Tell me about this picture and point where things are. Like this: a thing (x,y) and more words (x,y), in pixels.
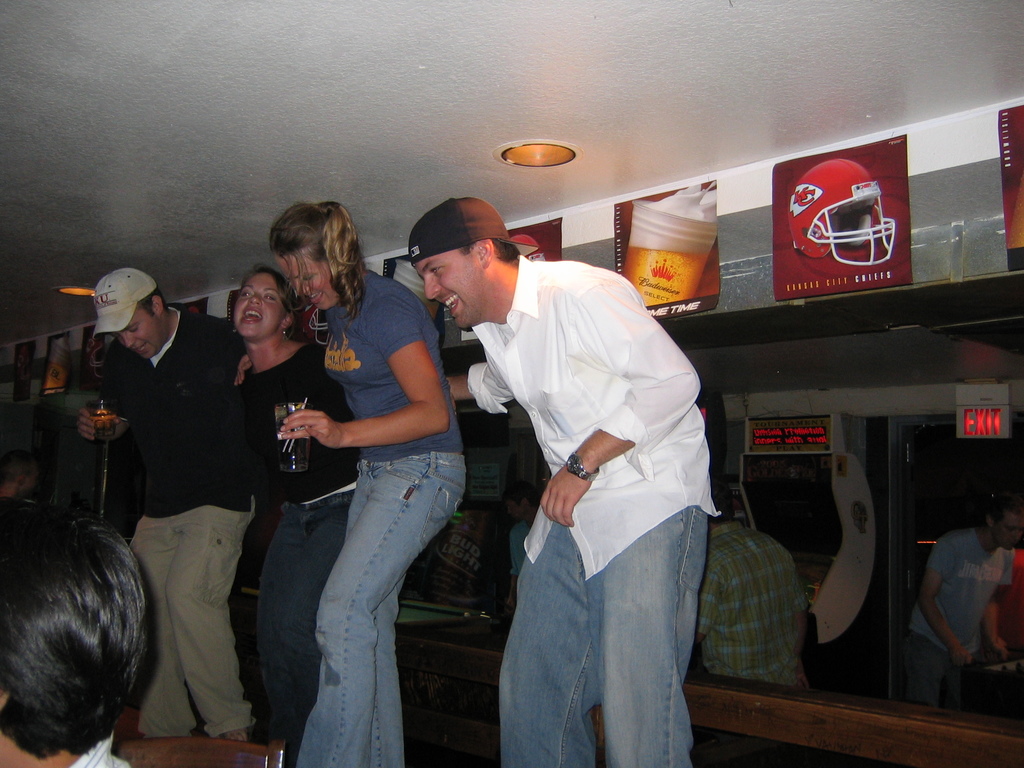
As we can see in the image there is wall (935,142), windows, group of people (485,393), light (526,162) and posters (784,212).
